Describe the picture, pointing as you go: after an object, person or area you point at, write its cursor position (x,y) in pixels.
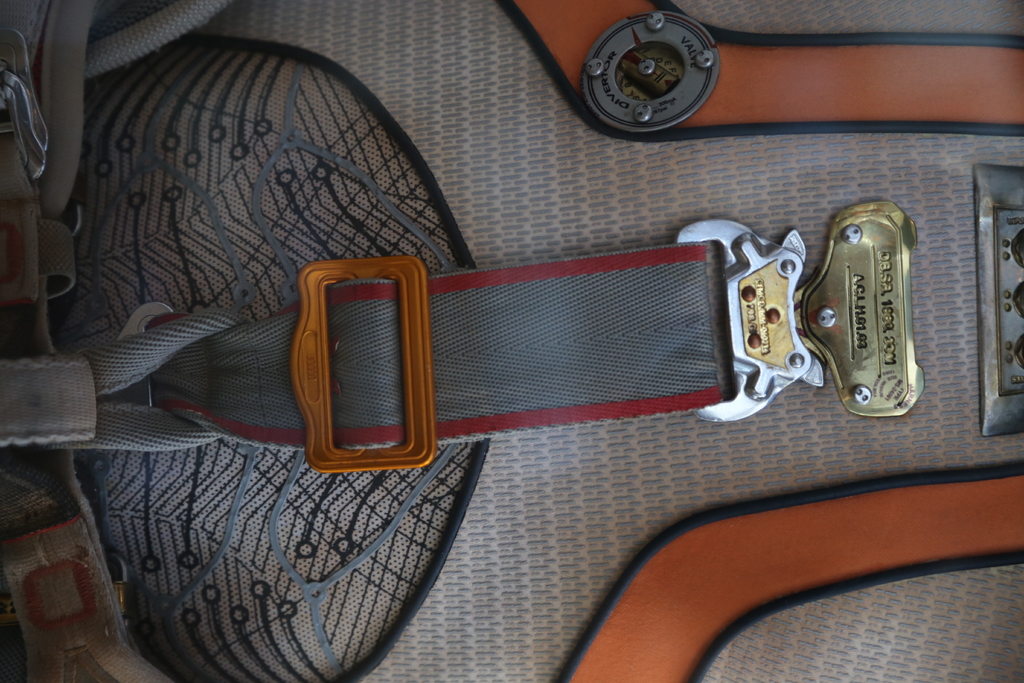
In this picture we can see a bag (788,80). Here we can see the belt (396,356). On the bag (633,620) we can see orange color strips (721,553).
